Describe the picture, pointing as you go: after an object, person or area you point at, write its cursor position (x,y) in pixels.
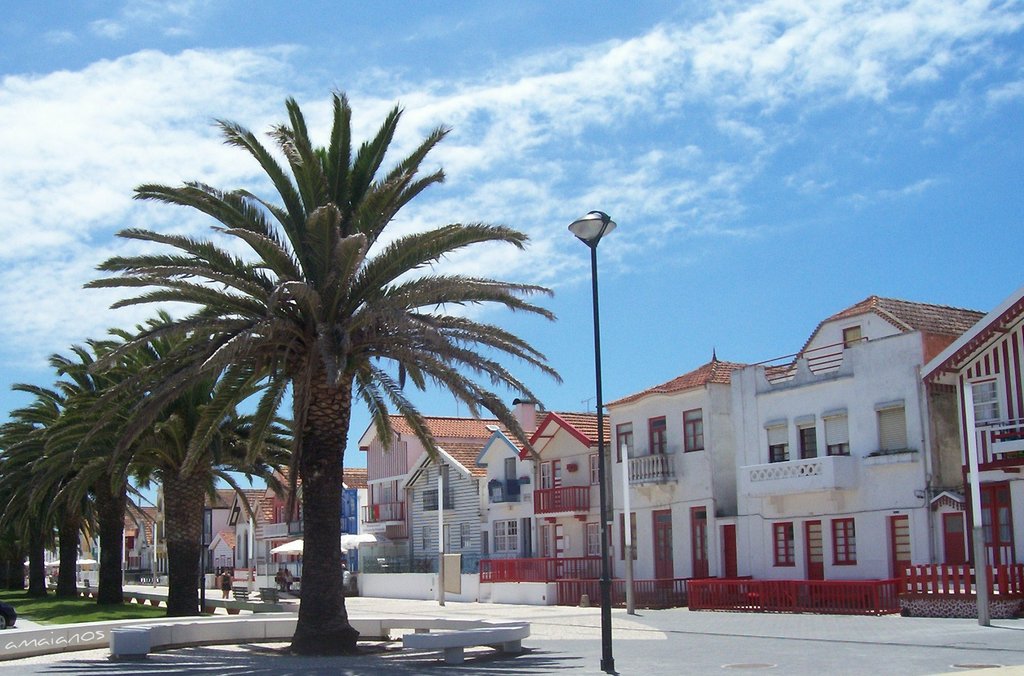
In this picture we can see coconut trees (465,352) in the middle of the image (456,386). in front (602,654) we can see black and white lamp post (603,620). In the background (390,506) we can see colorful small bungalow houses (384,502).
